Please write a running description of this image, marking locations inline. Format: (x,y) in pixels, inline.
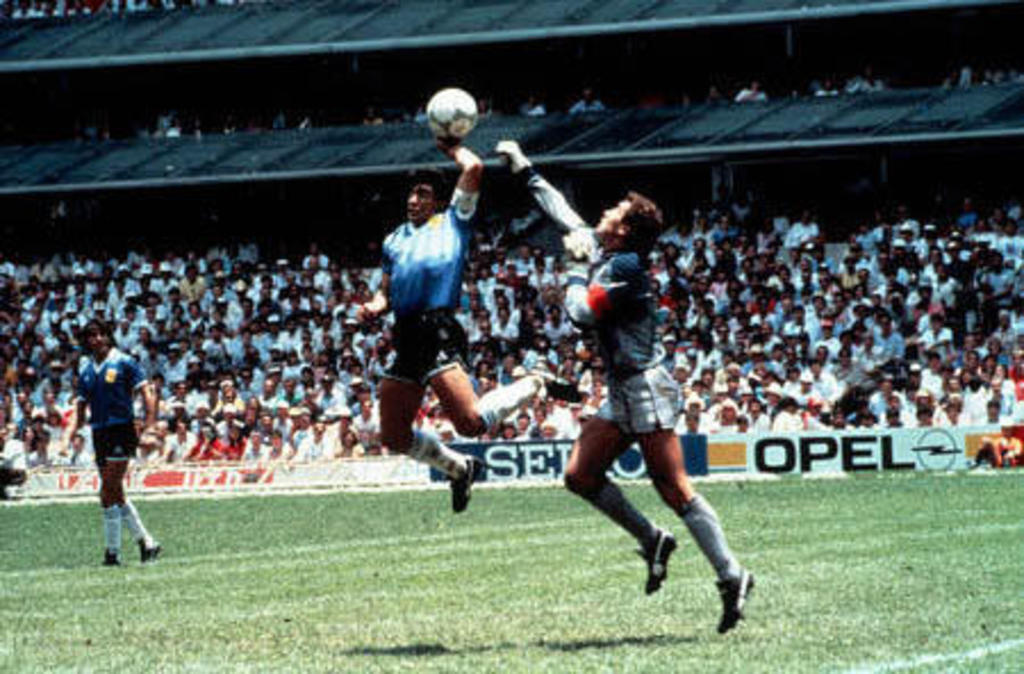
In the center of the image (414,231) we can see two persons (626,352) are jumping and the left side person (429,275) is holding one ball (445,102). In the background (698,316), we can see one person (143,378) standing and group of people (278,363) are sitting. And we can see the banners (839,430), grass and a few other objects (111,169).
